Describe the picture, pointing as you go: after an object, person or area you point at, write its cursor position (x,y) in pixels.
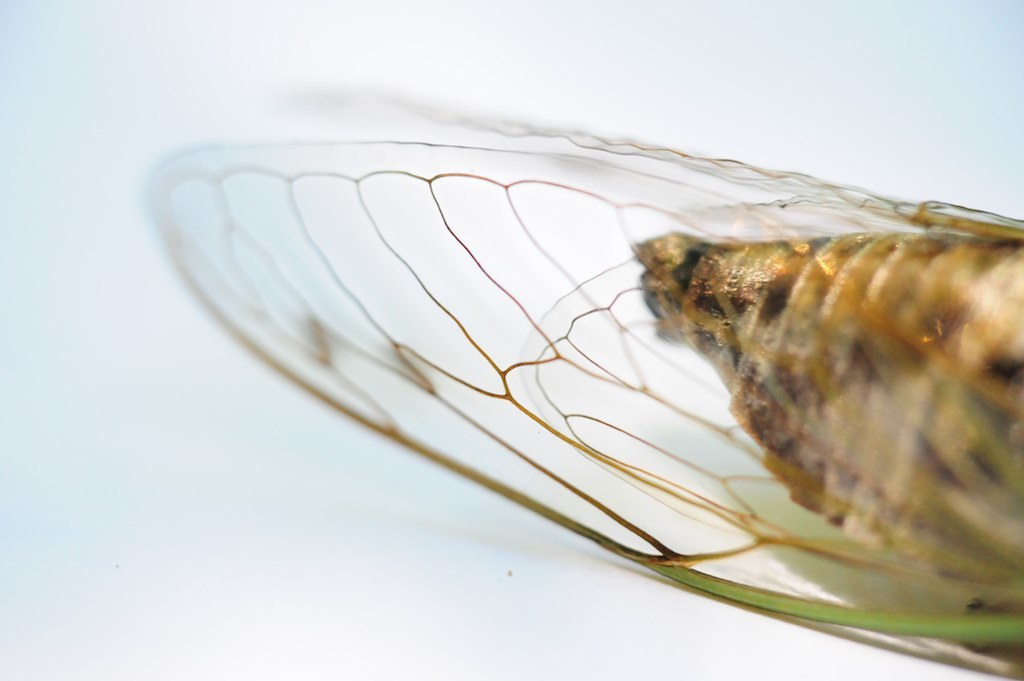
In this picture we can see an insect (545,348). Behind the insect (653,281), there is the white background (177,517).
